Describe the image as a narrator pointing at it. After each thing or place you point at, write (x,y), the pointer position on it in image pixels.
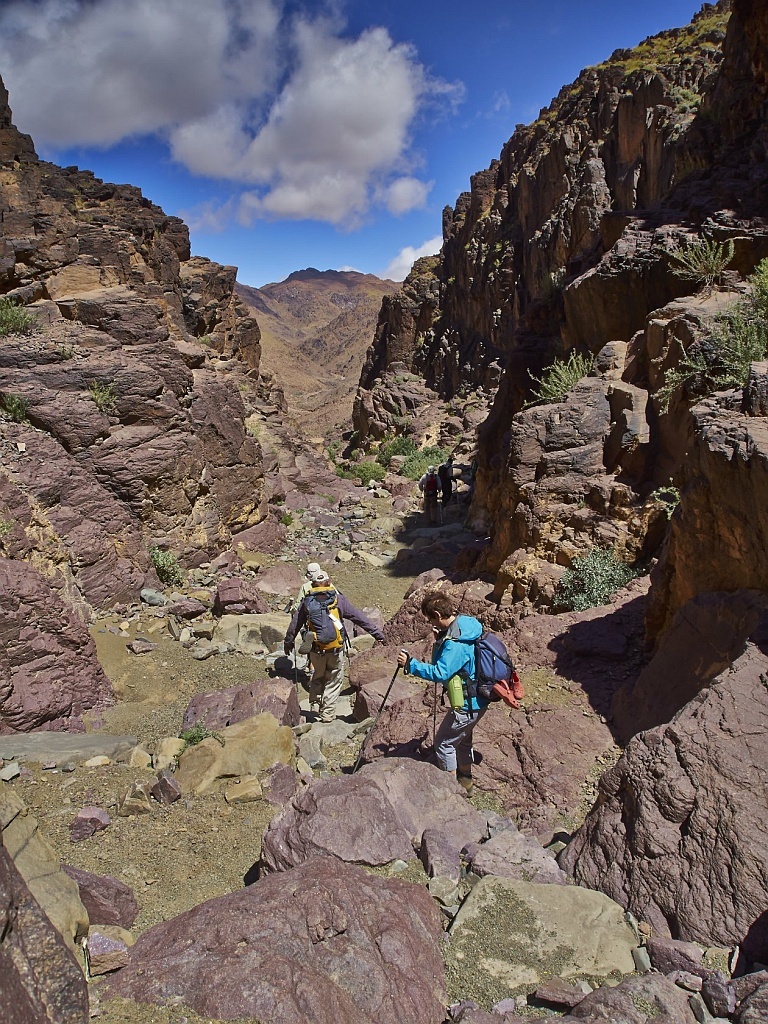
In this image we can see the mountains (619,691). And we can see the persons (334,652) walking on the ground (416,699) and holding sticks (405,653). There are plants (748,356) and cloudy sky (320,92) in the background (310,78).
